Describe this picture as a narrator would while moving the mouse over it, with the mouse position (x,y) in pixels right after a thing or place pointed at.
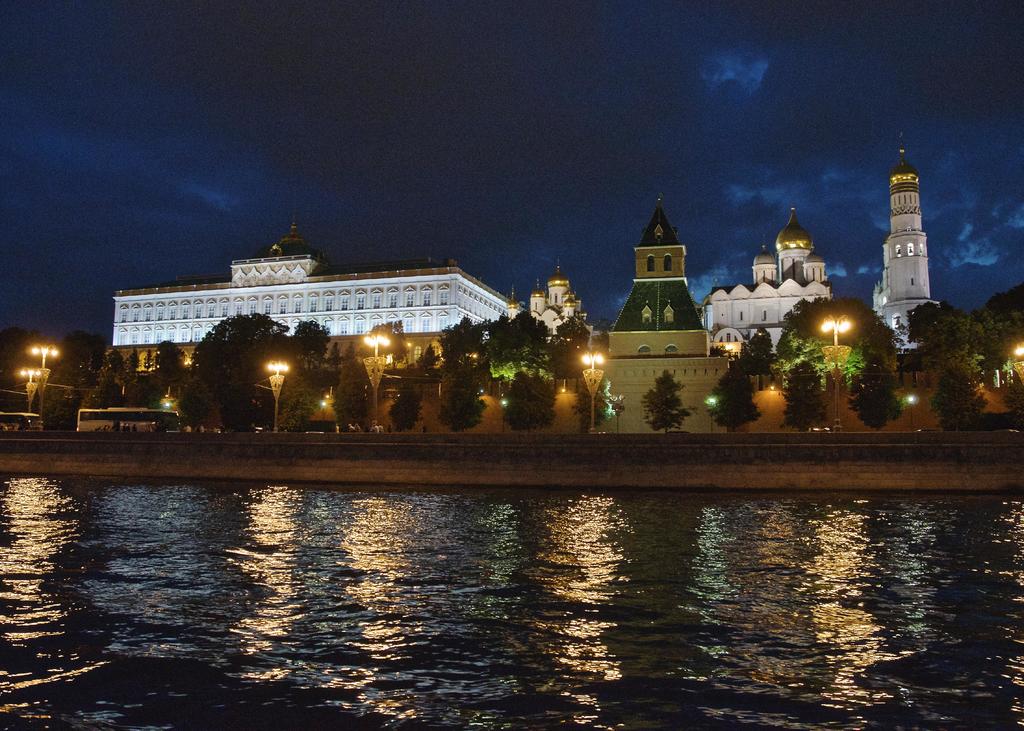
In the center of the image (682,403) we can see a trees (508,352), buildings (414,323), buses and some persons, electric light (592,379), wall (585,466) are present. At the bottom of the image (702,609) water (704,629) is there. At the top of the image (759,69) clouds (731,65) are present in the sky (404,58).
